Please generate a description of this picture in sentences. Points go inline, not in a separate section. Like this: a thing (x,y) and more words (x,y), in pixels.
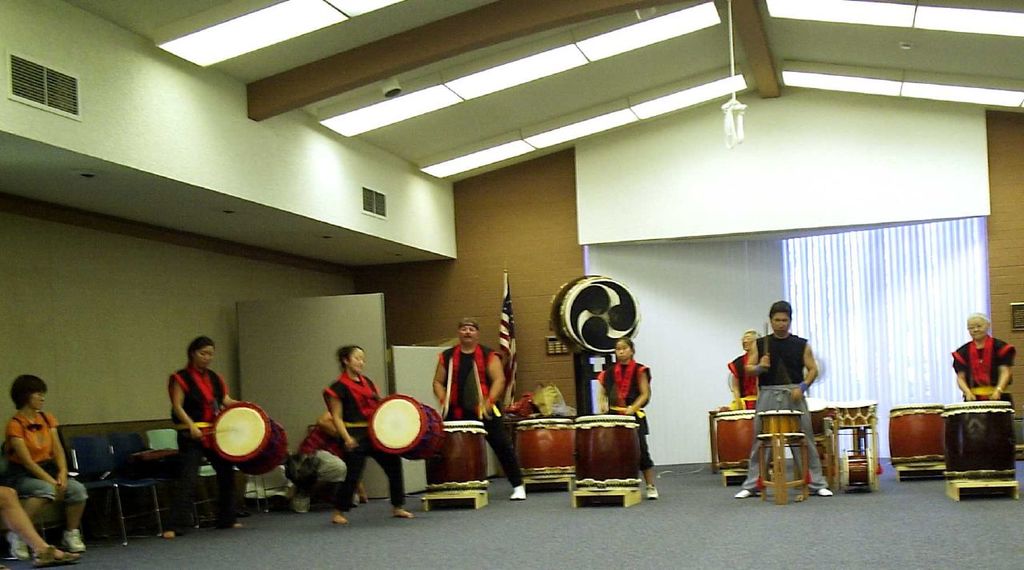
As we can see in the image there is a wall (115,299), few people (29,426) standing and sitting on chairs (65,440) and few of them are playing musical drums (622,443).
